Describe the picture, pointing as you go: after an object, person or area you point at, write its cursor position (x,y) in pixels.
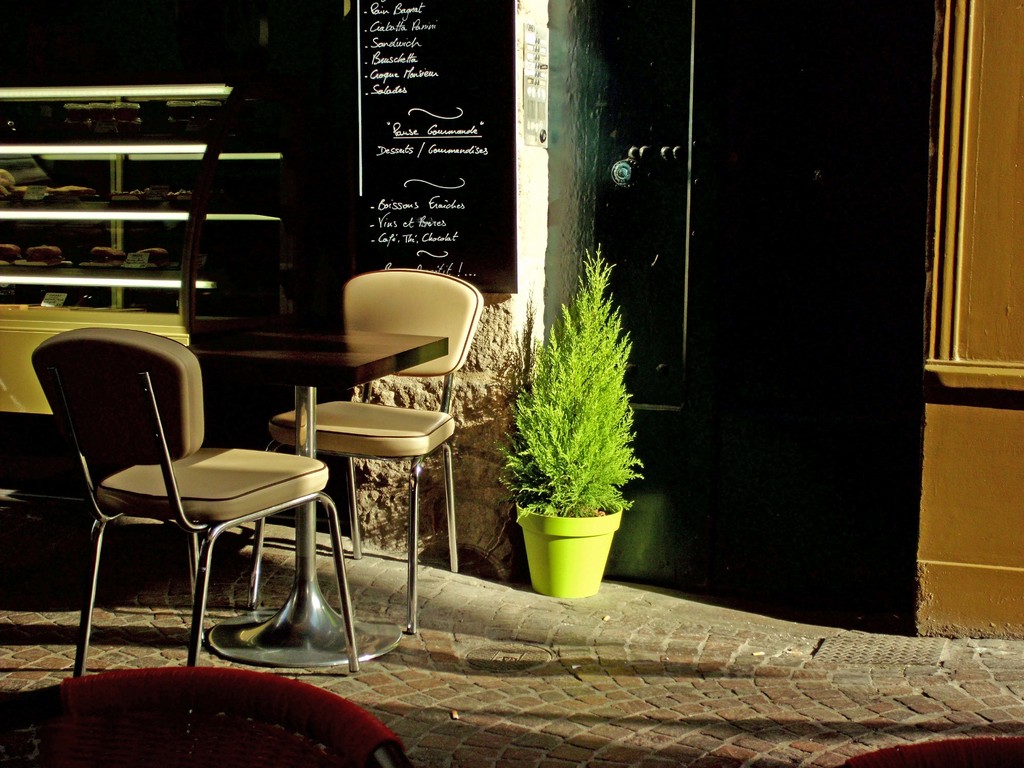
this picture shows two chairs (339,557) and a table (395,340) and we see a plant (635,479) and a menu board (447,241) on the wall (535,275) and we see a building (804,558).
